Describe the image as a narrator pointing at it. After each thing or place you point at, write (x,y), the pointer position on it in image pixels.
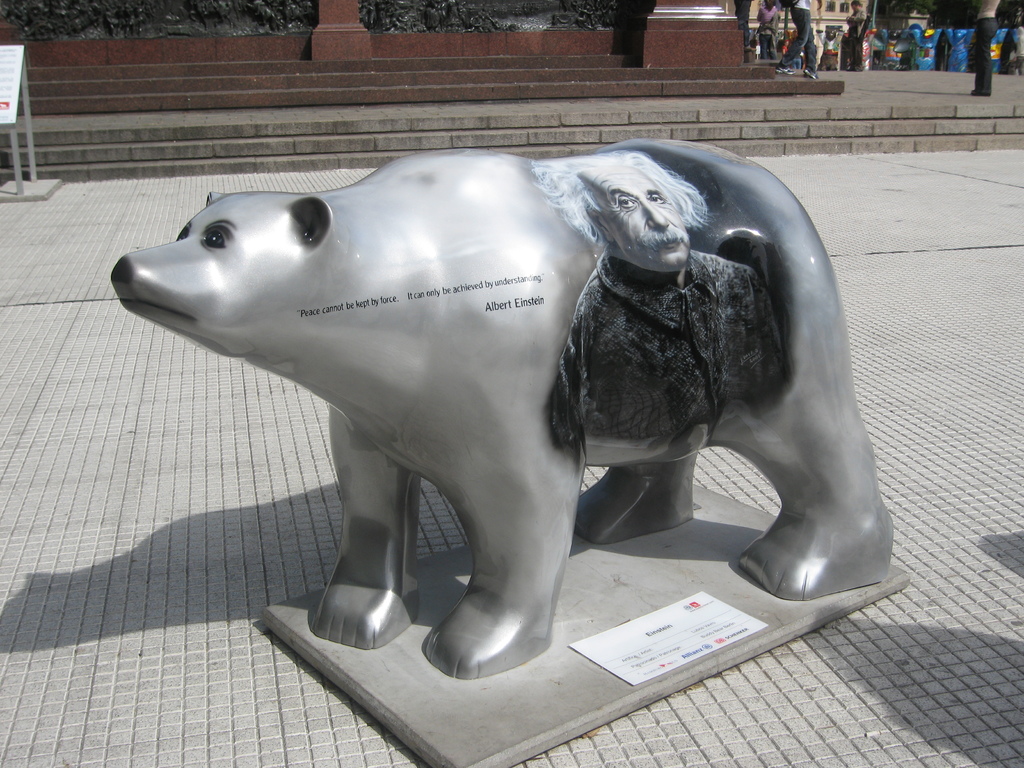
In this image we can see a sculpture (374,404). In the background (807,69) there are people (800,24) and we can see buildings (844,26). On the left (17,49) there is a board (14,117).
